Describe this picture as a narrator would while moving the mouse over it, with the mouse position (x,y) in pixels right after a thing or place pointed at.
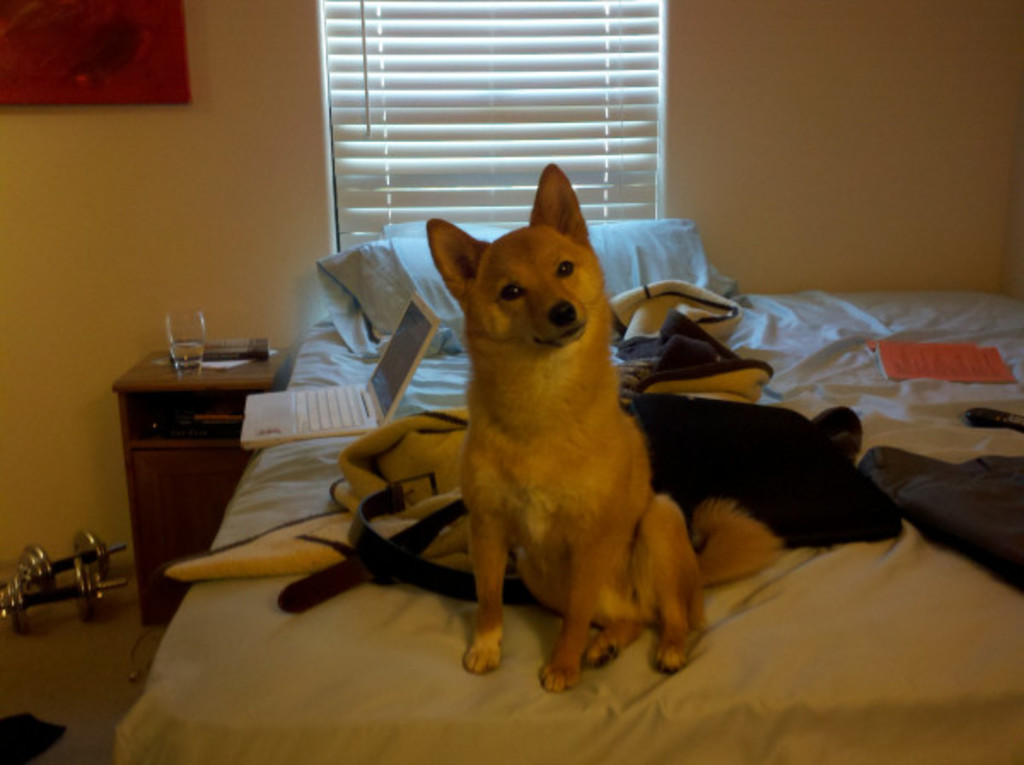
In this image there is a dog (521,514) sitting on the bed (935,384) and there are objects (724,391) on the bed (318,481), there is a laptop (360,393) and there is a book (918,354) and there is a pillow (424,273). On the left side (167,473) there is a table (170,468), on the table (164,481) there is a glass (188,345) and there are objects (237,354) which are white and black in colour and on the ground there are metal objects (47,595). In the background (386,112) there is a window (410,130) and there is a frame (117,85) on the wall (151,143) and in the front (29,745) on the left side (29,737) there is an object (32,742) which is black in colour.
